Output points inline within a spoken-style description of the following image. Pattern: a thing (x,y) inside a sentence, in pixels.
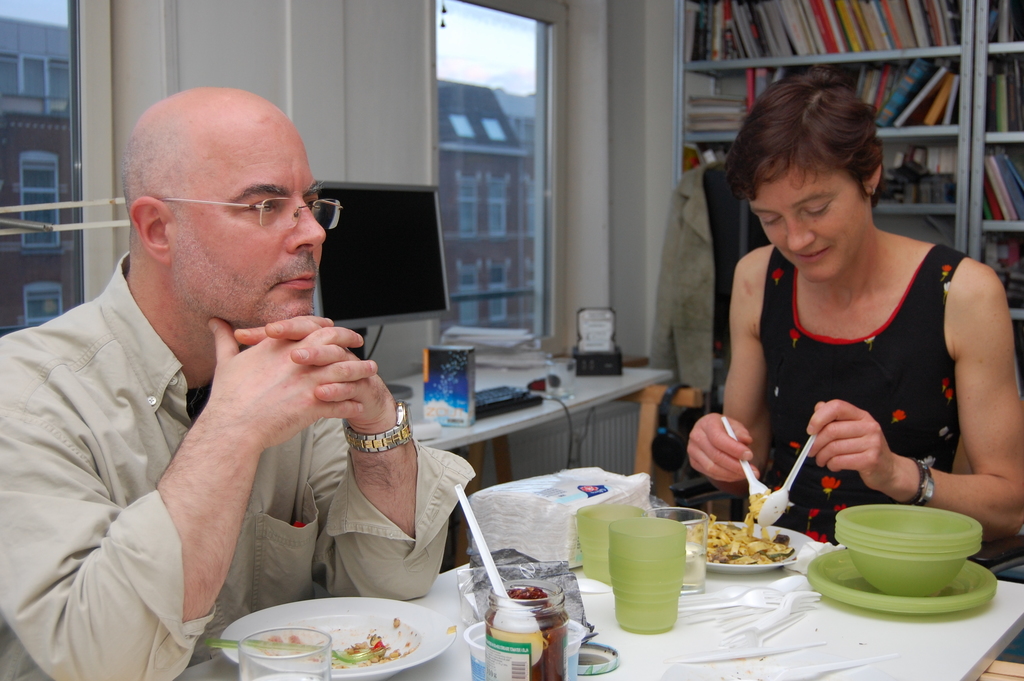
This image is taken inside a room (285,179). In the left side of the image (112,349) there is a man (254,410) sitting on a chair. In the right side of the image (806,105) a woman (765,163) is sitting on a chair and having food (781,536). At the bottom of the image (1010,627) there is table (966,665) on which there are tissues (551,518), jam (512,592) with jar (538,636), spoon (516,606), plate (372,611), glass (320,647) and a bowl (902,568) on it. At the background (595,162) there is a wall (291,69) and a monitor (422,274) on the table (528,412) and a bookshelf (965,67) with books (932,123).
